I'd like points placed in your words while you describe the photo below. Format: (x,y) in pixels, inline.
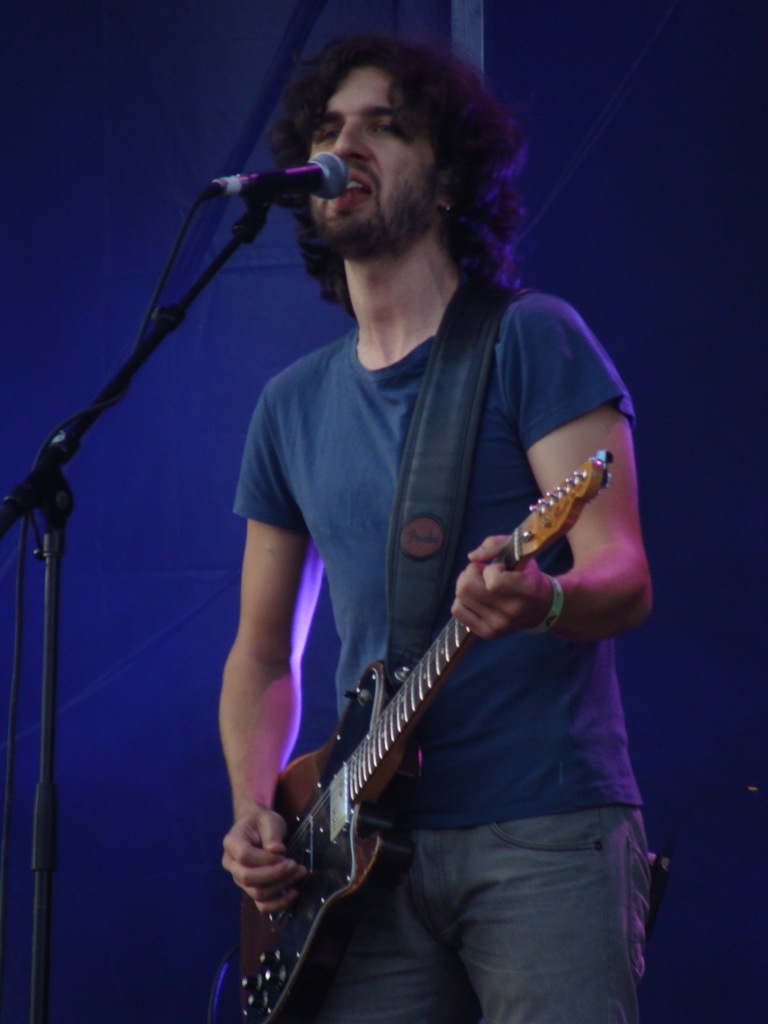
a person (345,541) is standing, playing guitar (338,787) and singing. in front of him there is a microphone (260,192). he is wearing blue t shirt (349,489) and jeans (516,910).
